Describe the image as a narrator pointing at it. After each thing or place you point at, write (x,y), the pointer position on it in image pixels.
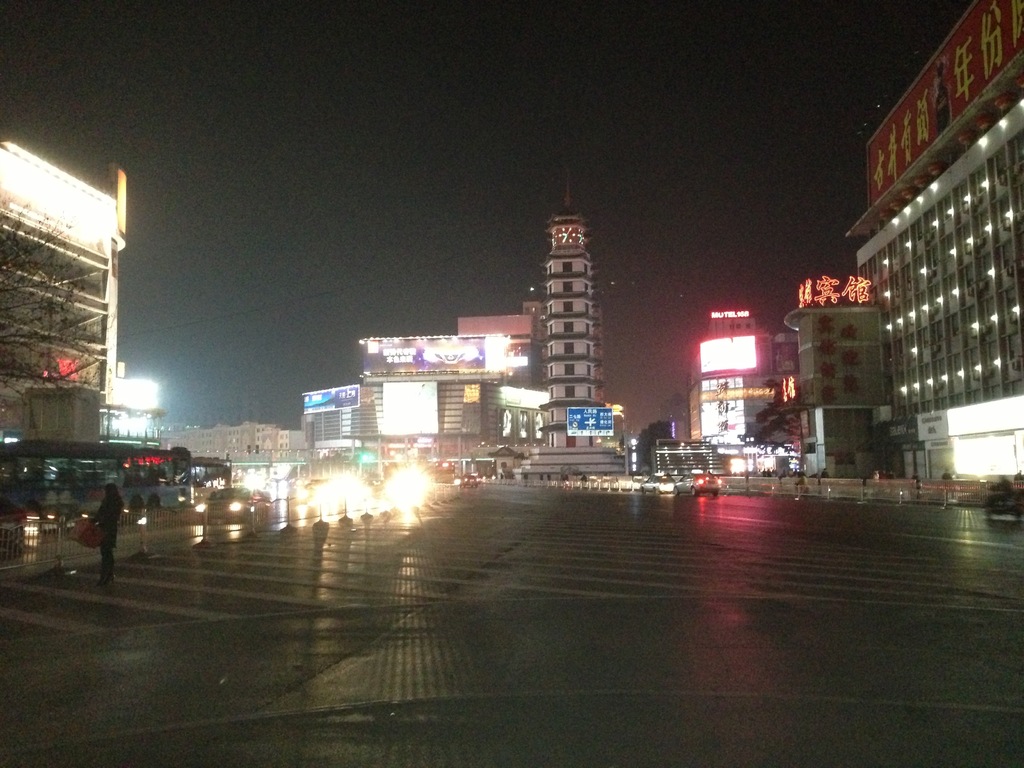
In this picture we can see a person (115,534) holding a bag (81,530) and standing on the road (362,527). There are a few lights (352,472). Some vehicles (141,490) are visible on the road (27,720). We can see a few buildings (41,364) in the background (68,338).
